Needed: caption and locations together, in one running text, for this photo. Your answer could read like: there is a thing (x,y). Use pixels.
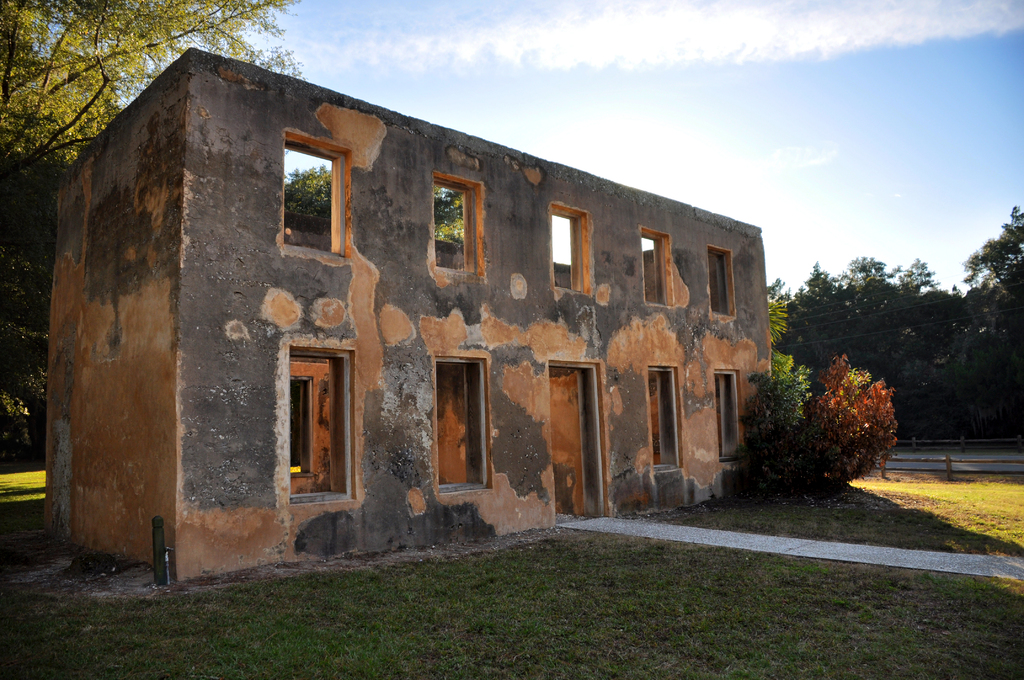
In this image I can see in the middle (629,436) it is an old construction (446,338). On the left side (84,104) there are trees (84,104), at the top (649,118) it is the sky (659,130).
